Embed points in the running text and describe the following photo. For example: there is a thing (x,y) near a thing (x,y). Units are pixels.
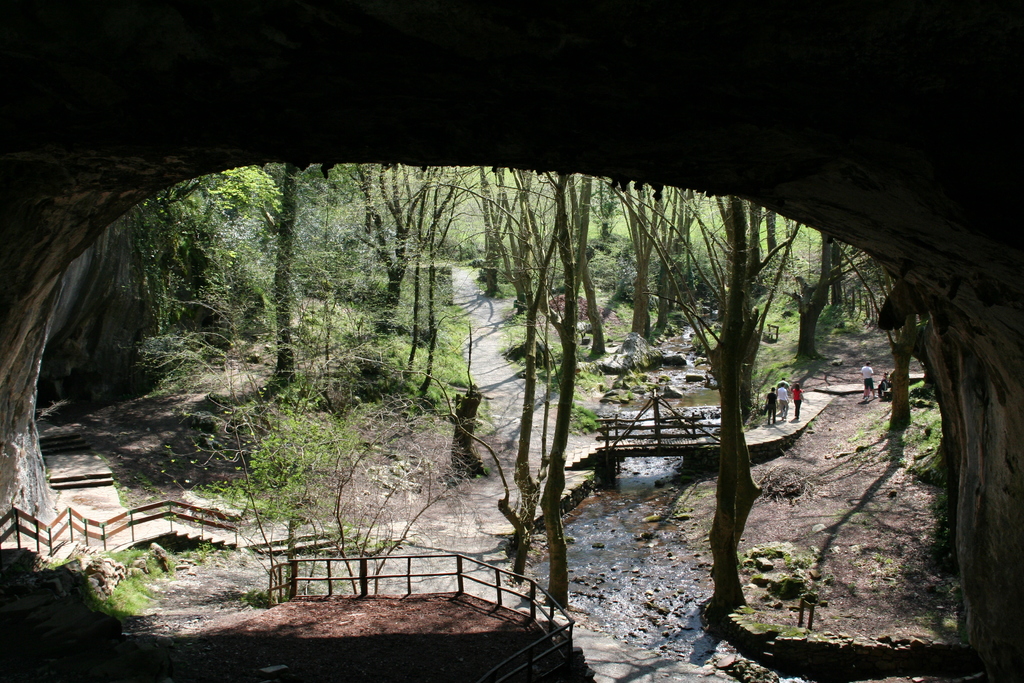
In this picture I can see few persons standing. I can see water (664,493), bridge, fence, plants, and in the background (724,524) there are trees (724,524).
